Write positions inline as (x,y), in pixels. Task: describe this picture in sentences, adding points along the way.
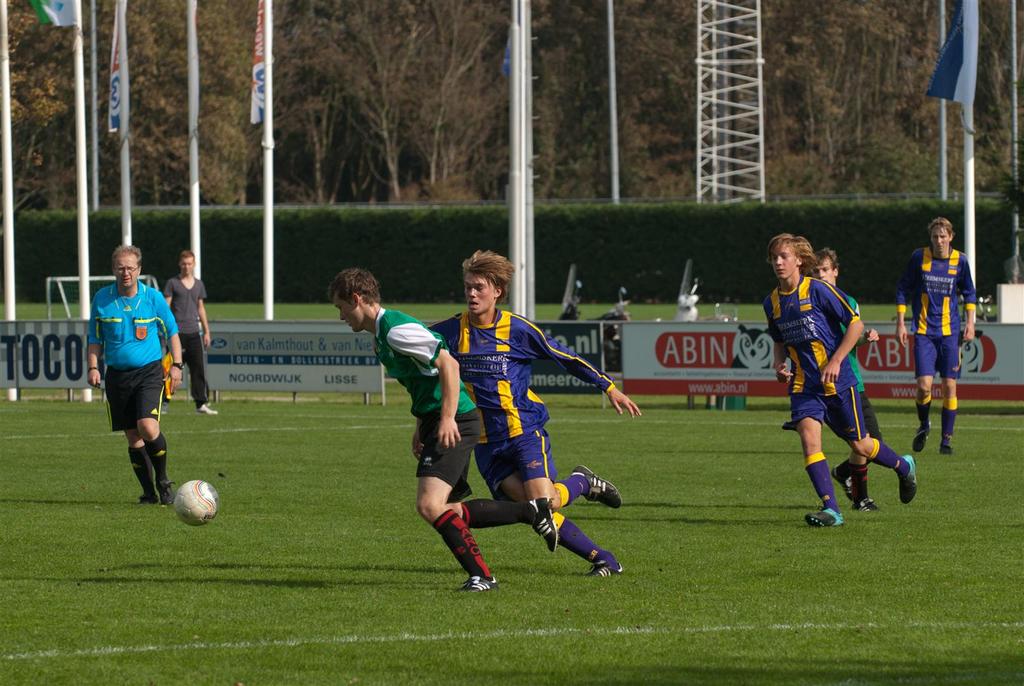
In this image we can see a group of persons (516,426) and a ball (194,502) in the ground (287,542). Behind the person (487,430) we can boards (708,385), poles (85,150) and vehicles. We can see group of plants (503,211) and trees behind the persons (463,439).
